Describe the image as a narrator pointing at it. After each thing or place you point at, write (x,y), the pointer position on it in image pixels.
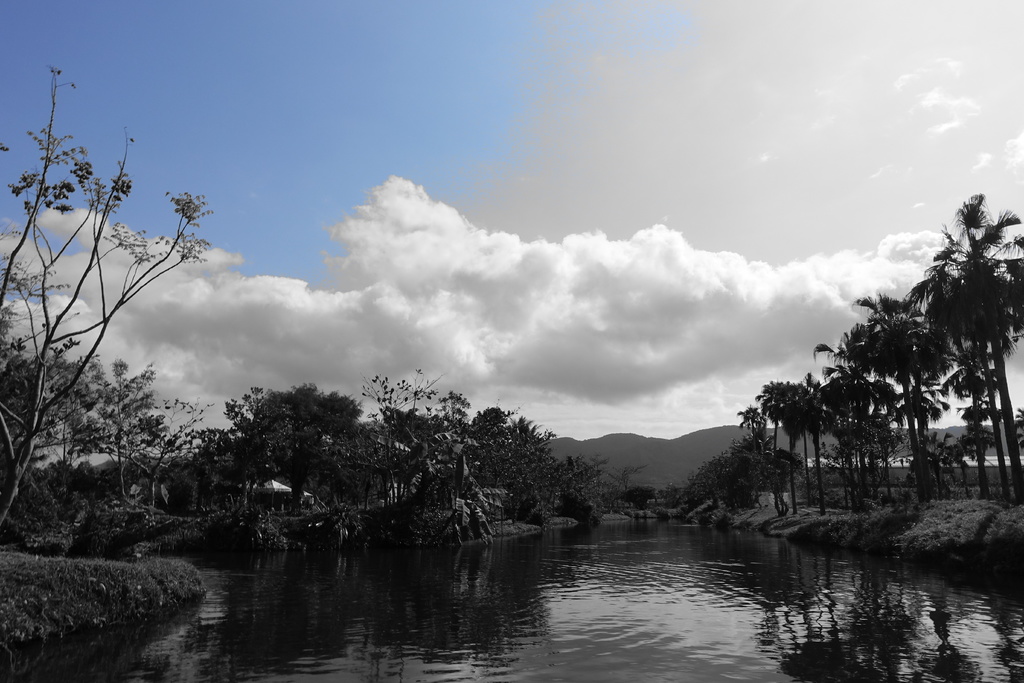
In this image I can see water (467,568). There are hills (662,441), trees (413,392), there is grass (138,586) and in the background (670,334) there is sky (456,335).
